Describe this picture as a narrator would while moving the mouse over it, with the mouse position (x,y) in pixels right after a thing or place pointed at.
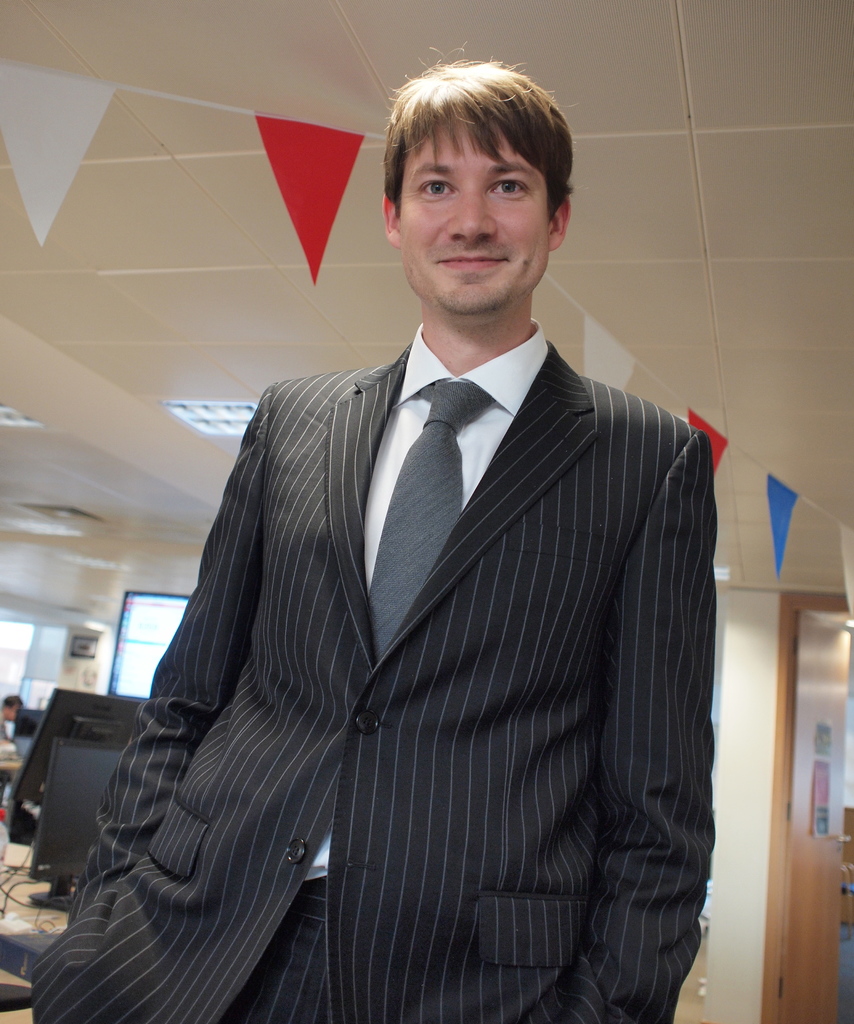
In this image, we can see a person (437,646) in a suit (445,642) is smiling and standing. Background (751,701) we can see a wall (771,770), door (807,782), some posters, monitors (85,791). On the left side (114,730), where we can see a person (9,719), few objects (23,825), screen (145,655). Top of the image (188,282), there is a roof (201,282), some paper craft (792,511), lights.
